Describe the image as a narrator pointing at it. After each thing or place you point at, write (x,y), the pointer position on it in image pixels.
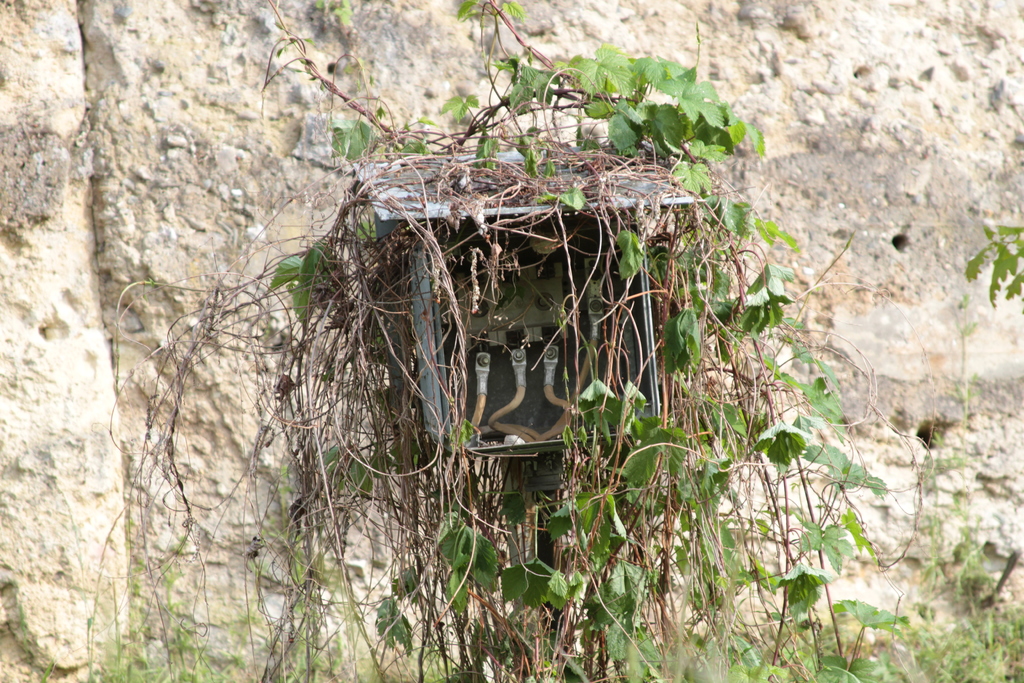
In this picture we can see few cables (545,368) in the box (506,388), and we can find few plants (384,460), in the background (744,242) we can see a wall (818,200).
